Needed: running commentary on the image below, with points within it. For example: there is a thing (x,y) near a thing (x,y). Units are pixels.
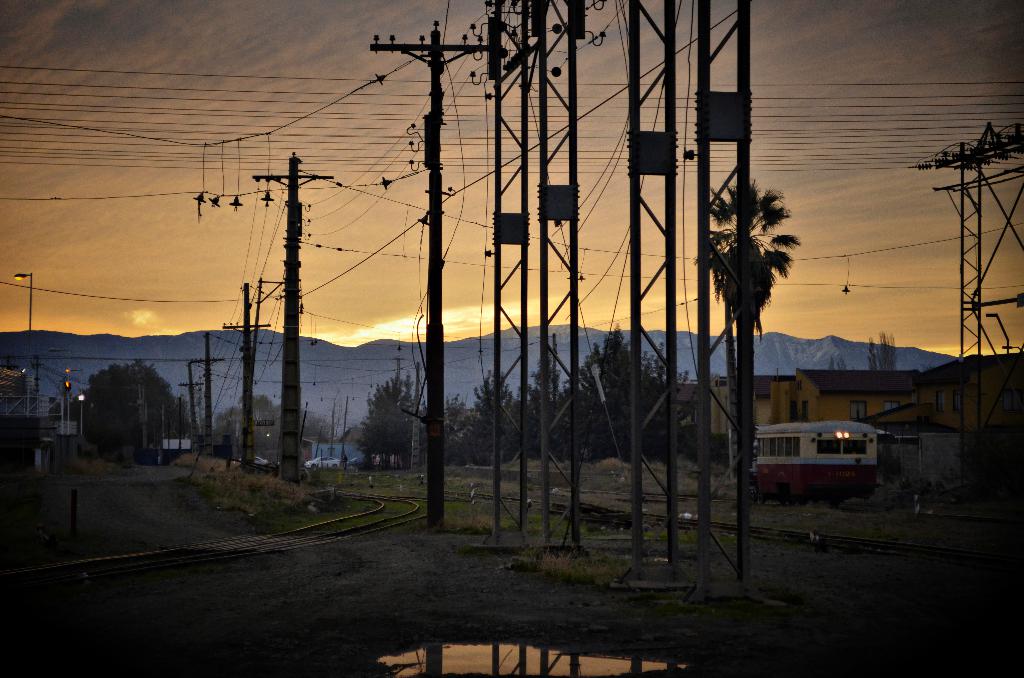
In this image, we can see poles (293,461), wires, trees (125,448), houses (788,414), terrain (1008,564), vehicles (864,450), street light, signals (65,399), train tracks (271,547), plants (235,477) and few objects (172,457). At the bottom of the image (601,662), we can see the water (508,658). In the background (900,348), we can see the hills (219,391) and sky (365,233).
